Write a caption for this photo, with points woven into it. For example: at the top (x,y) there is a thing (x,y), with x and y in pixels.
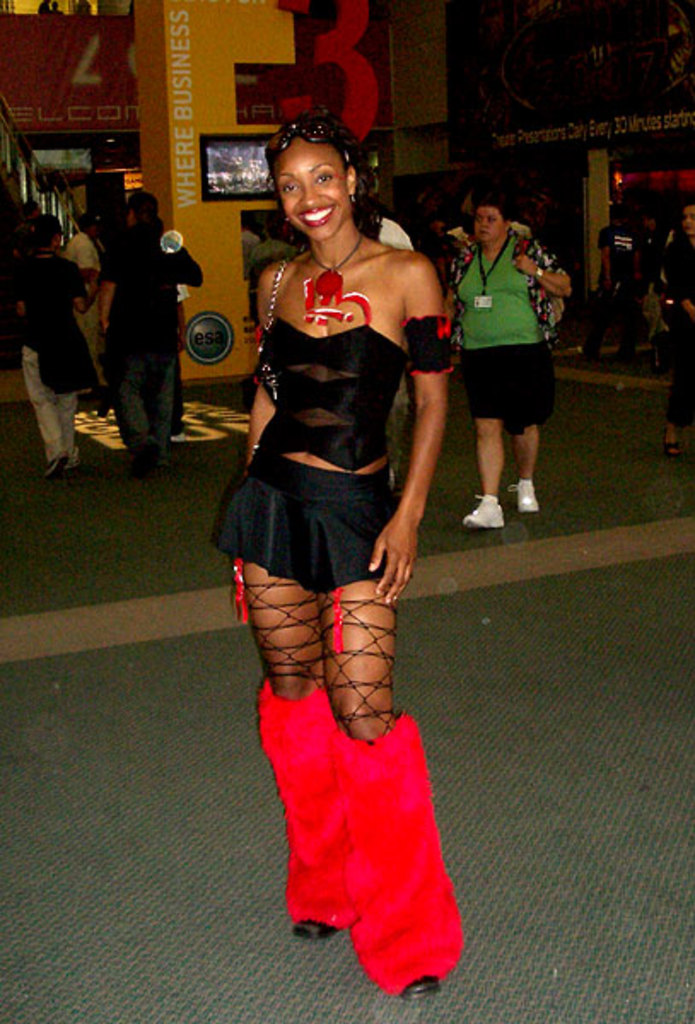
In this image there are people (286,790) walking on the floor (149,591). At the back side (227,165) there is a TV (255,187) is attached to the wall (231,126).
